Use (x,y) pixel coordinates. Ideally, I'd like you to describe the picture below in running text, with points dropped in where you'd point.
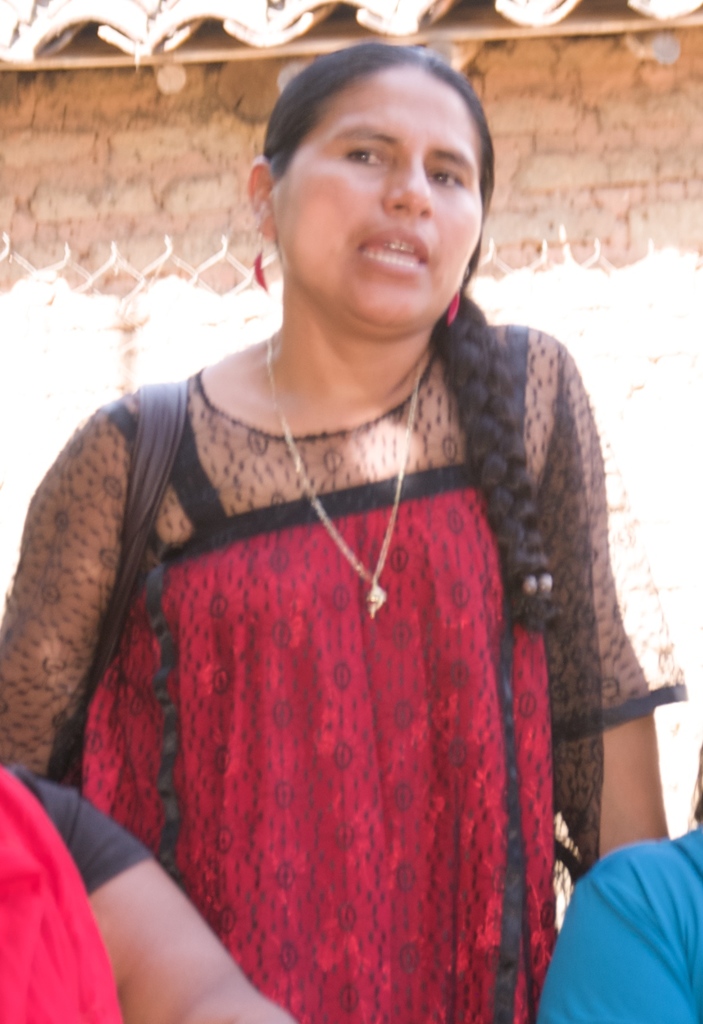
In this image we can see few people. There is a fence (127,284) in the image. We can see the wall (481,44) in the image.
